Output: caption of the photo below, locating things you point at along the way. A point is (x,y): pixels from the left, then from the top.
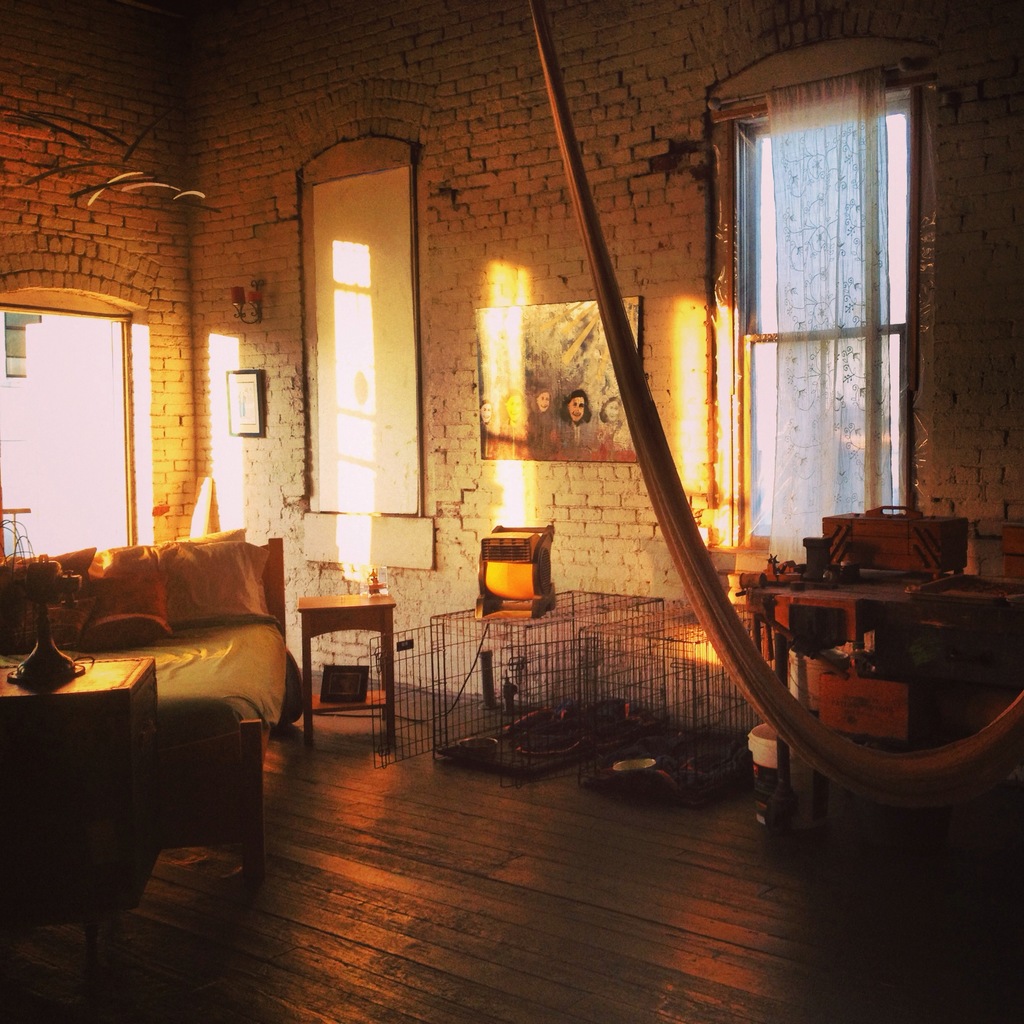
In the foreground of this image (376,759), there are pillows (213,603) on the bed (220,695), fan (36,625) on the table (70,788), a stool (350,604), two crates (563,729), few objects (853,639) on the right side of the image (925,635), window (776,347) with curtains (832,350), frames (535,339) on the wall (520,177), mirror (341,294), a door (70,406) and light (258,294) on the wall (211,312).
